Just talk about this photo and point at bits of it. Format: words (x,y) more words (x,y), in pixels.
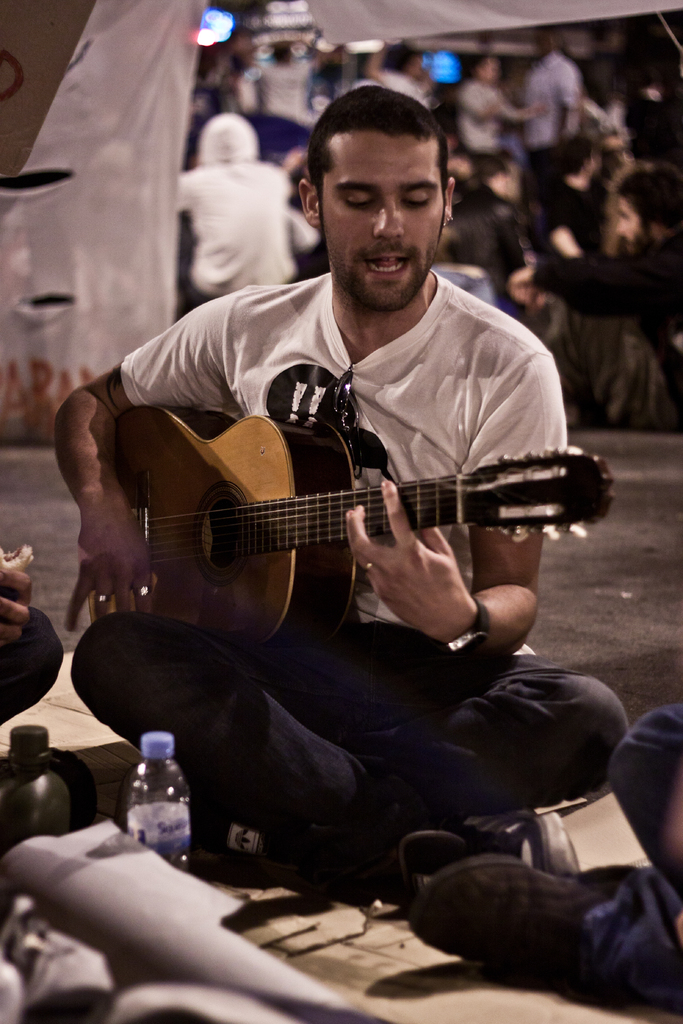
A man (349,711) is sitting on the road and he is playing guitar (290,539) with his hand (443,538), in front of him there is a bottle (146,840) and another person (596,899). In the background (226,87) there are many people (225,128).
